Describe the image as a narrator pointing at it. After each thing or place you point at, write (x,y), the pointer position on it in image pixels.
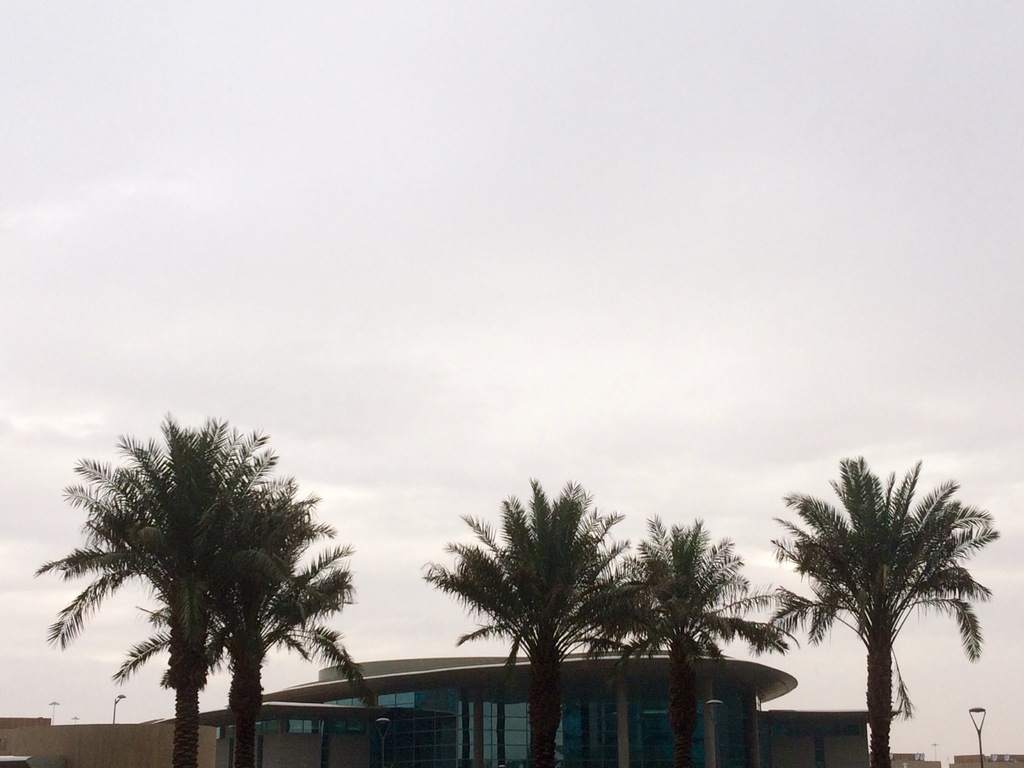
In this image I can see trees (542,696) in green color, background (342,745) I can see a building (351,732) in cream color and the sky (658,286) is in white color.
